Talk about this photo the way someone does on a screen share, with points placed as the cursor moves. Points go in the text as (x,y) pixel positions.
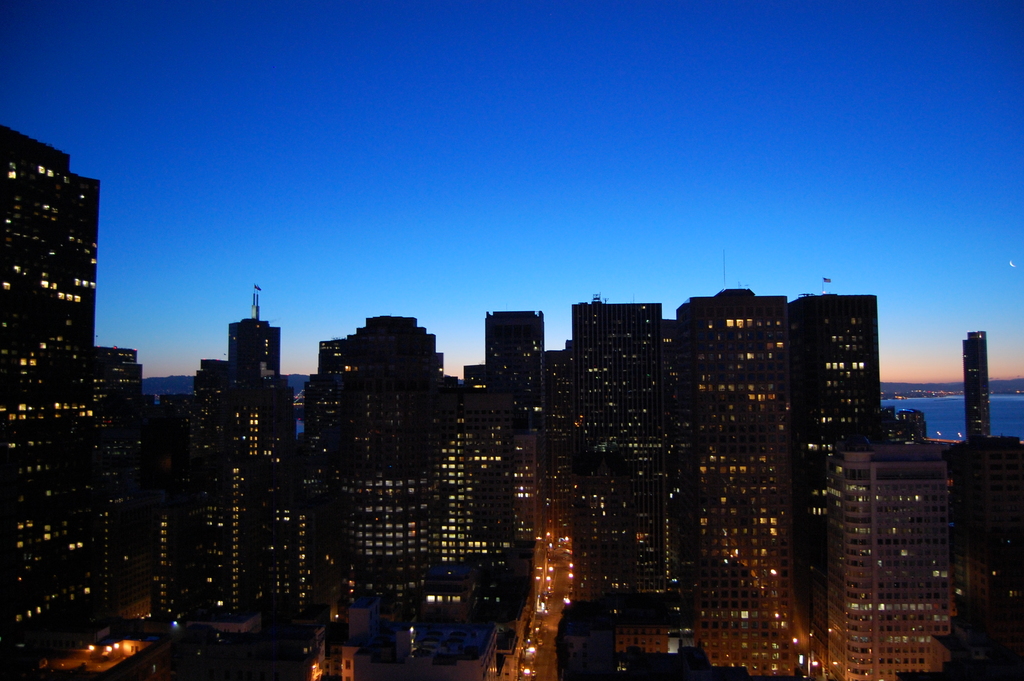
In this image, I can see the view of the city (610,388). These are the buildings (332,473) with the lights (453,458). I can see a road (553,611) with the vehicles (531,657). Here is the sky (767,166). On the right side of the image (935,413), I can see the water (940,406).
